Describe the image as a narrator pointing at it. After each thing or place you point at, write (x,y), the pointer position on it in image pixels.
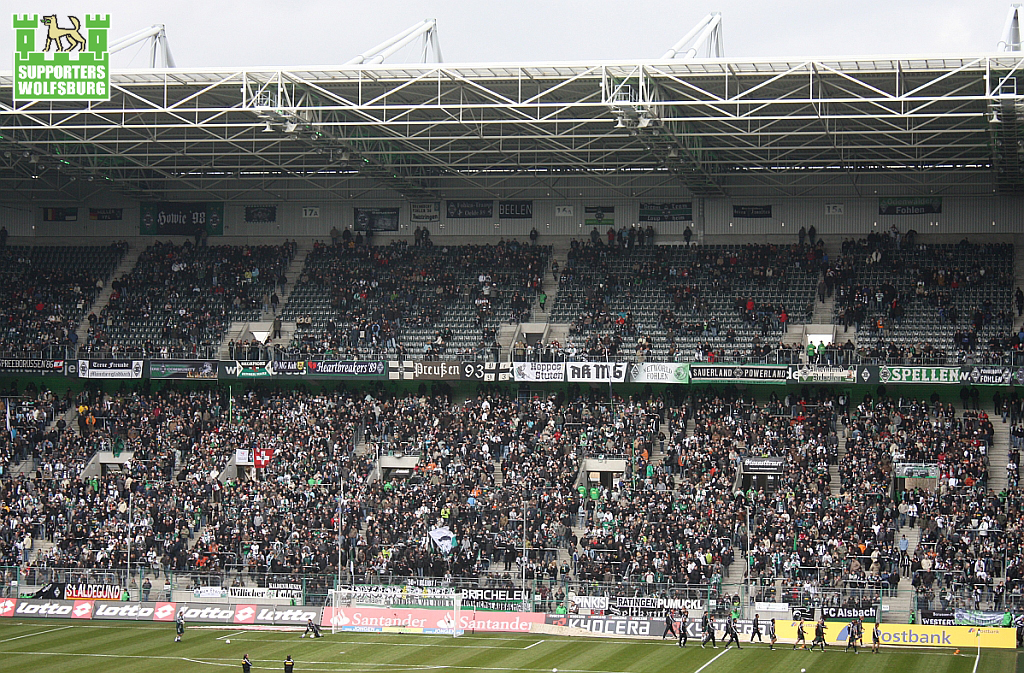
In this image I can see the ground (130,629), few persons (702,623) standing on the ground (106,625), few boards (922,635), few poles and number of persons (383,430) in the stadium (297,405). In the background (626,18) I can see the sky (462,35).
